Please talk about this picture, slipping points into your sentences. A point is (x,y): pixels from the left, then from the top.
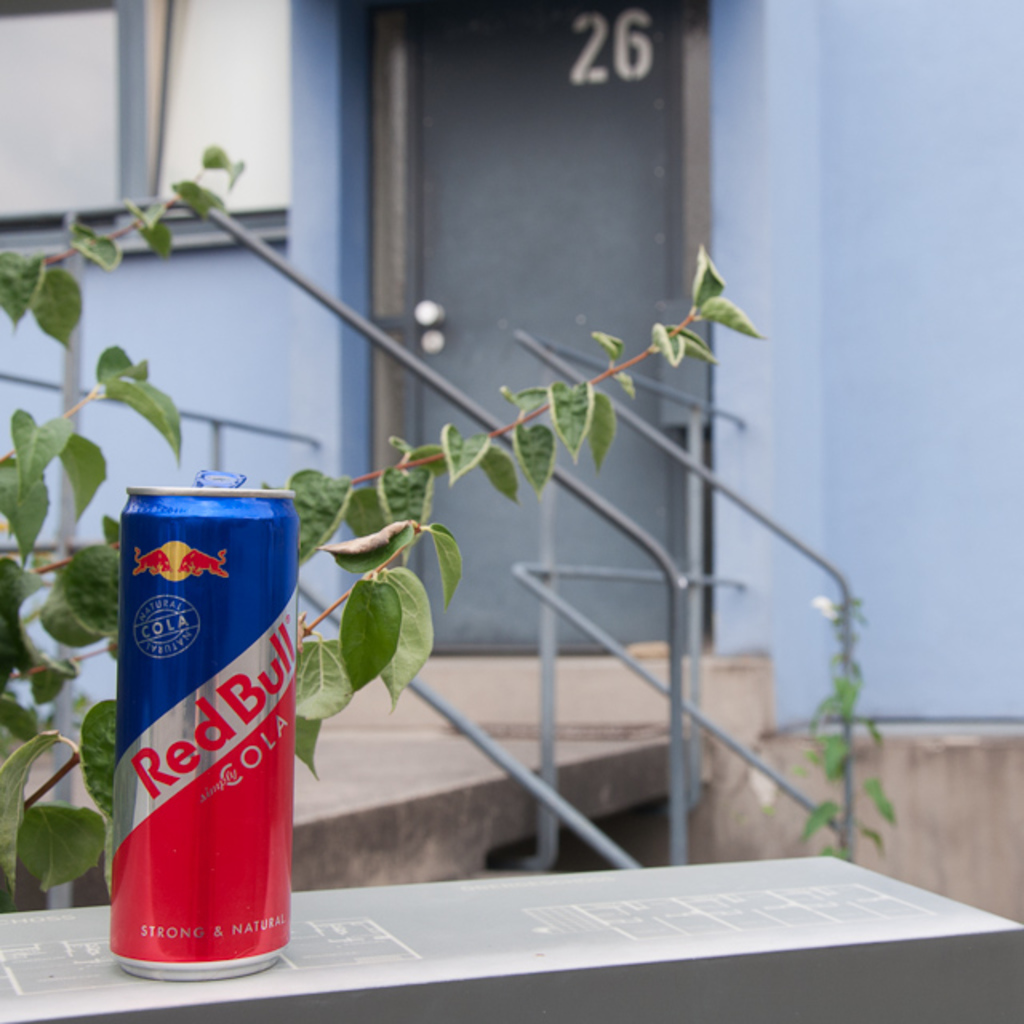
In this picture we can see a red bull tin (118,795) in the front (181,782), on the left side (297,662) there is a plant (309,669), in the background (928,392) we can see a wall (961,250) and a door (514,251).
